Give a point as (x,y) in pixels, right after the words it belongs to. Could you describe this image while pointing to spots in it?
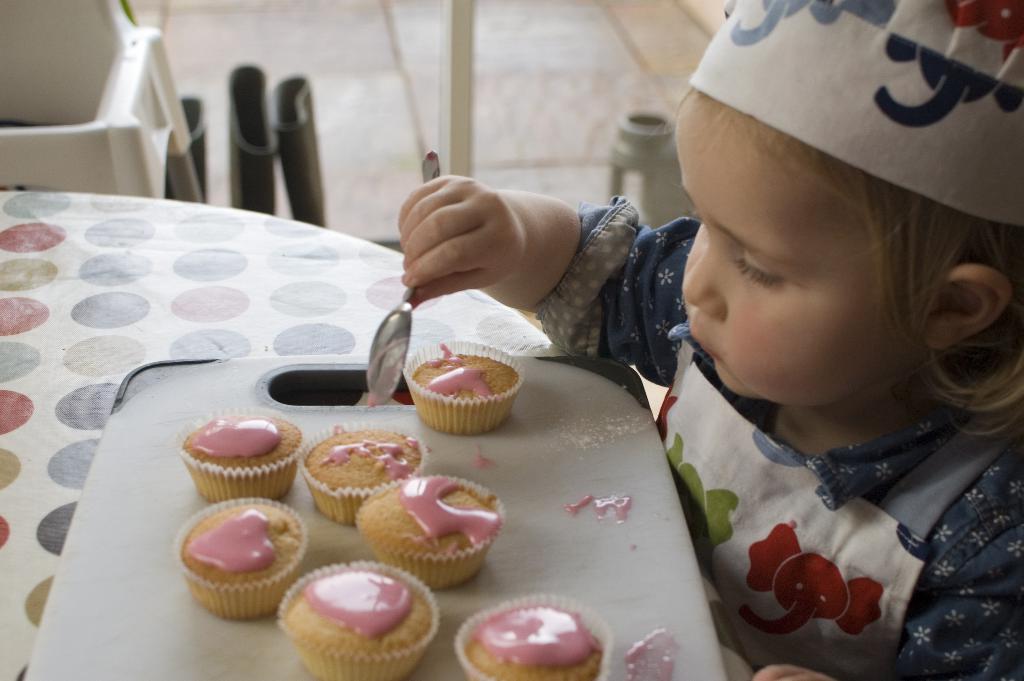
Here in this picture we can see a child (732,411) present over a place, holding a spoon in her hand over there and in front of her we can see a table (58,270), on which we can see a chopping board (311,406) with number of cup cakes (275,445) with cream (361,452) present on it over there and we can see the child (838,465) is wearing an apron (781,481) and cap (792,66) on her over there.
